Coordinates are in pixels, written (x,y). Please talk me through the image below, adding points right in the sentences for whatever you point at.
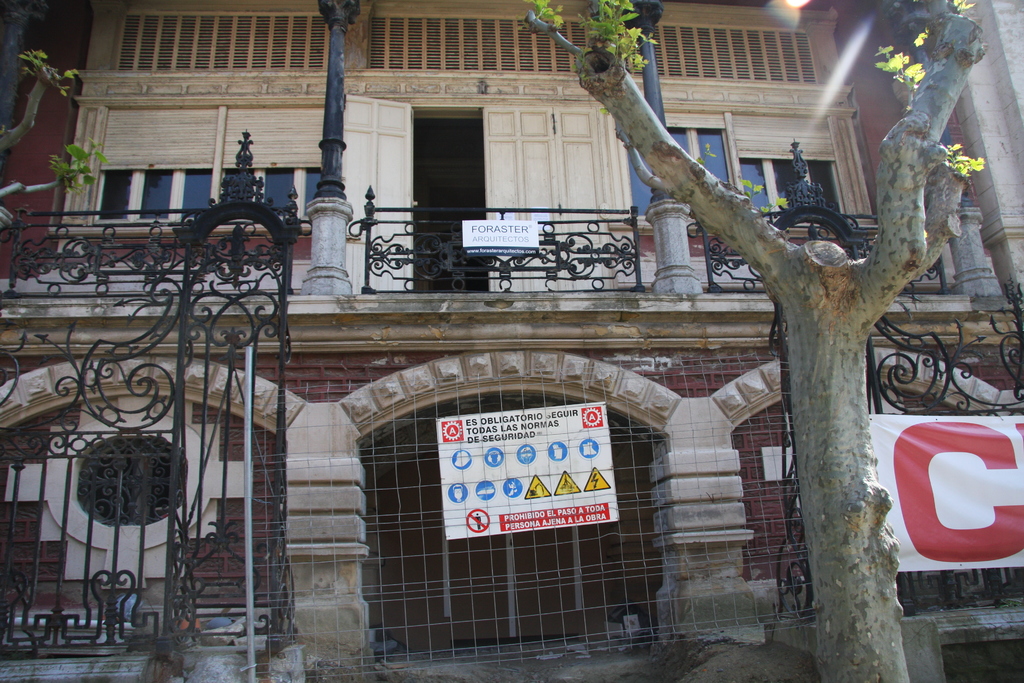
In this image we can see a building (380,368). On the building (412,178) we can see the windows (418,255) and railings (484,256). On the railing (484,256) we can see a board (507,246) with text (532,247). In front of the building (325,603) we can see a wall (664,559) with fencing (508,603) and a tree (851,440). On the fencing (322,570) we can see a board (609,499) and banner (972,493) with text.
